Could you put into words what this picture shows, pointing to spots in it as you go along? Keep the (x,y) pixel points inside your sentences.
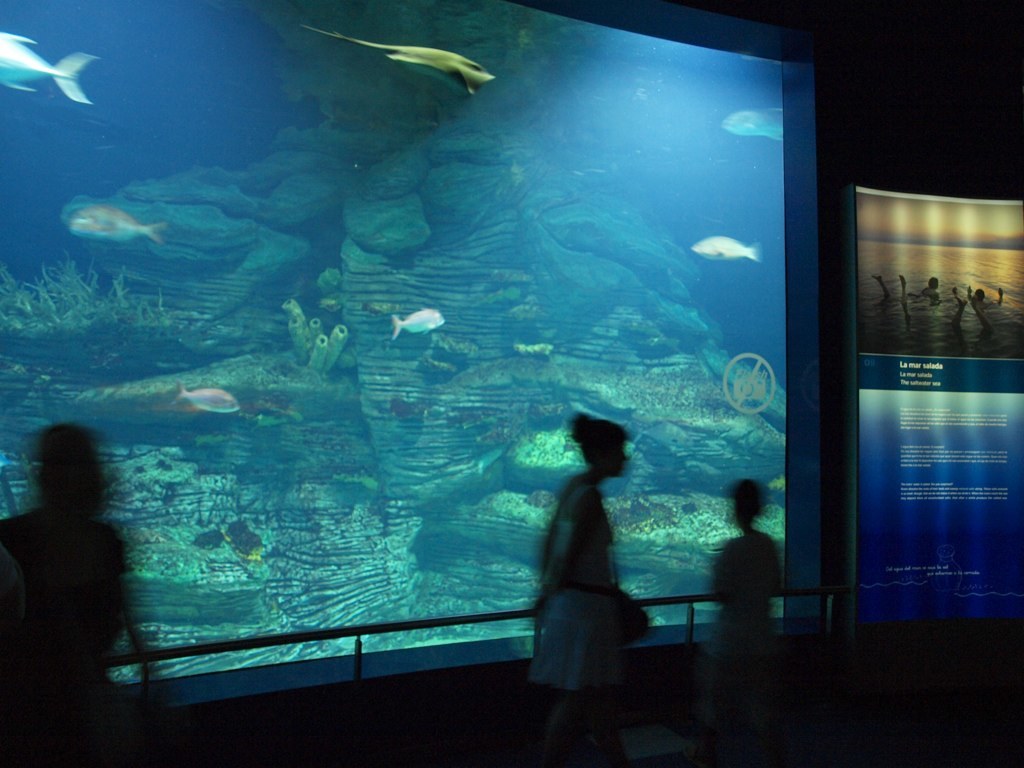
In this picture I can observe large aquarium (211,366) in the middle of the picture (551,401). There are some fishes (118,229) swimming in this aquarium (306,328). In front of the aquarium (134,539) there are some people (606,616) walking on the floor (536,715).
